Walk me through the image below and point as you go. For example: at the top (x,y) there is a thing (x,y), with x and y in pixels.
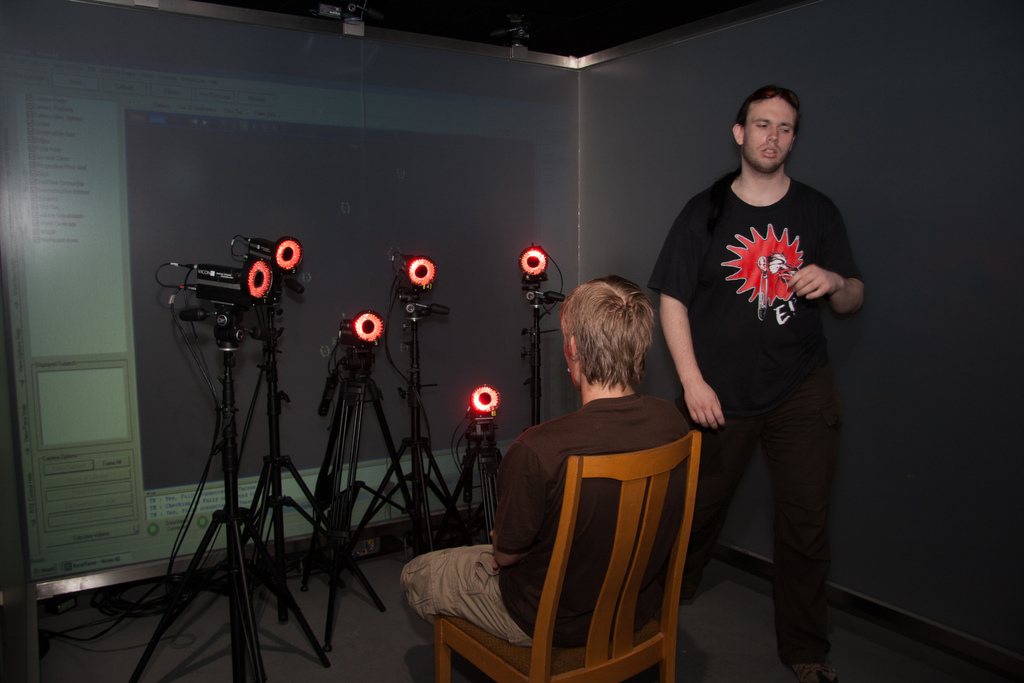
In this picture there are two people (617,418), a brown shirt guy (631,364) is sitting on a chair (551,629). To the opposite of him there are many cameras (355,323) with red color LED (483,405) flashing towards him. In the background (551,209) there is projector screen (201,108).
